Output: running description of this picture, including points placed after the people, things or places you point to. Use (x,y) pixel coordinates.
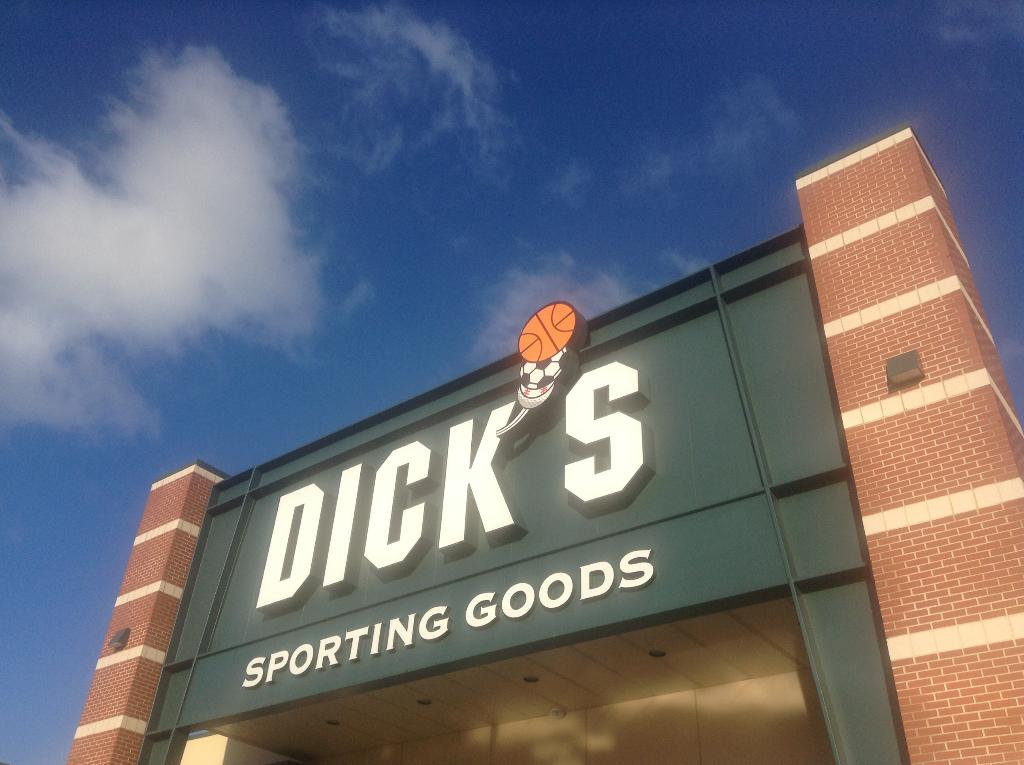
In this picture I can observe some text (287,504) on the green color board (428,590). I can observe a building (151,624) which is in brown color. In the background (285,179) there is a sky (411,125) with some clouds (238,264).
